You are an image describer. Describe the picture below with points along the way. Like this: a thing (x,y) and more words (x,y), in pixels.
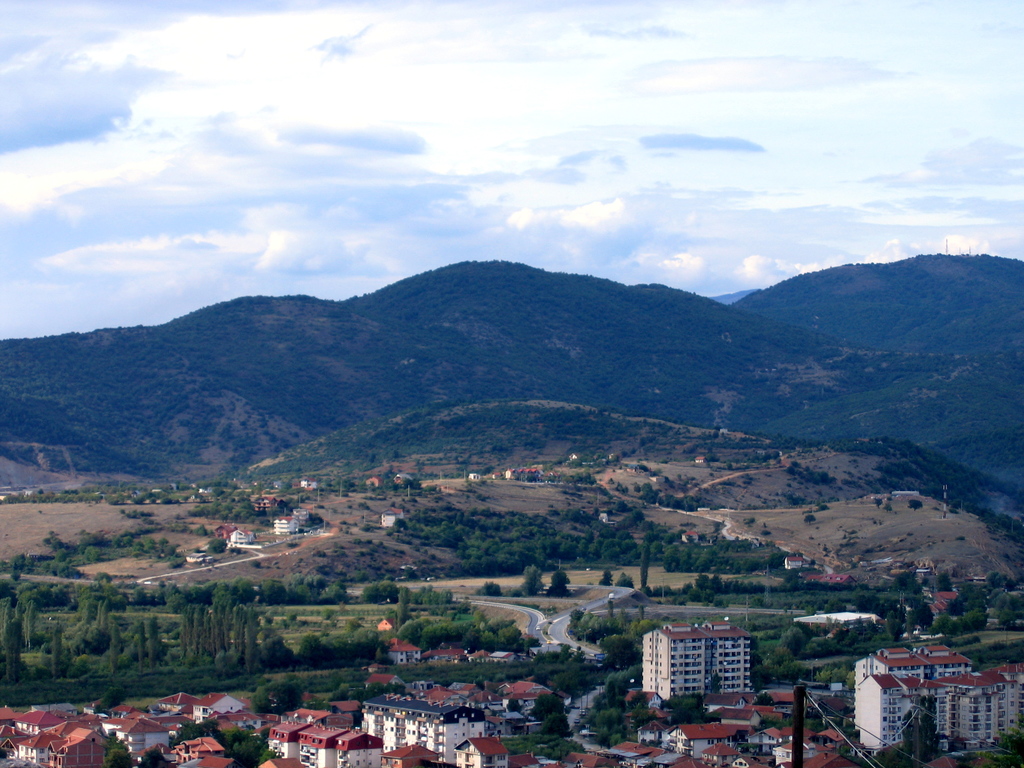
In this picture I can see the mountains (423,421) and trees (589,483). At the bottom (174,708) I can see the buildings (968,738) and houses (435,696). At the top (556,61) I can see the sky (603,143) and clouds (701,149). In the background (458,294) I can see the mountains (410,301).
